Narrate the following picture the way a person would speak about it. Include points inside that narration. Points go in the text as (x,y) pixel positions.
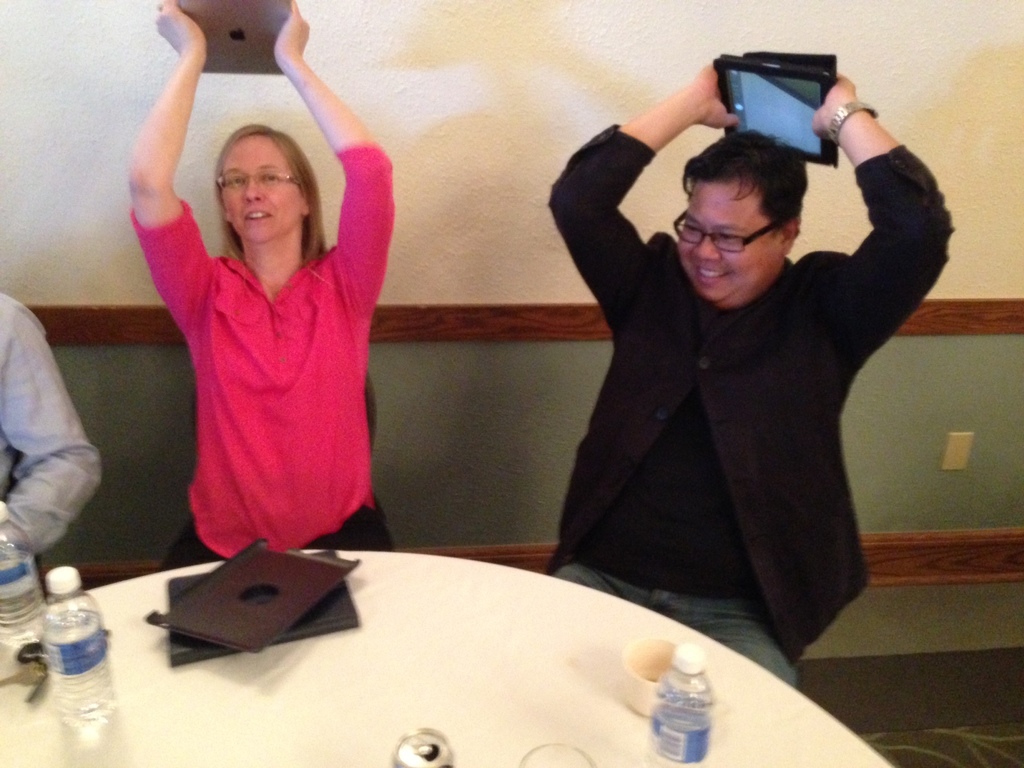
In this image we can see a two persons (202,65) sitting on a chair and they are holding a tablet (780,119) in their hand (284,59). This is table (480,672) where bottles (56,691), a file (289,636) and a cup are kept on it.
